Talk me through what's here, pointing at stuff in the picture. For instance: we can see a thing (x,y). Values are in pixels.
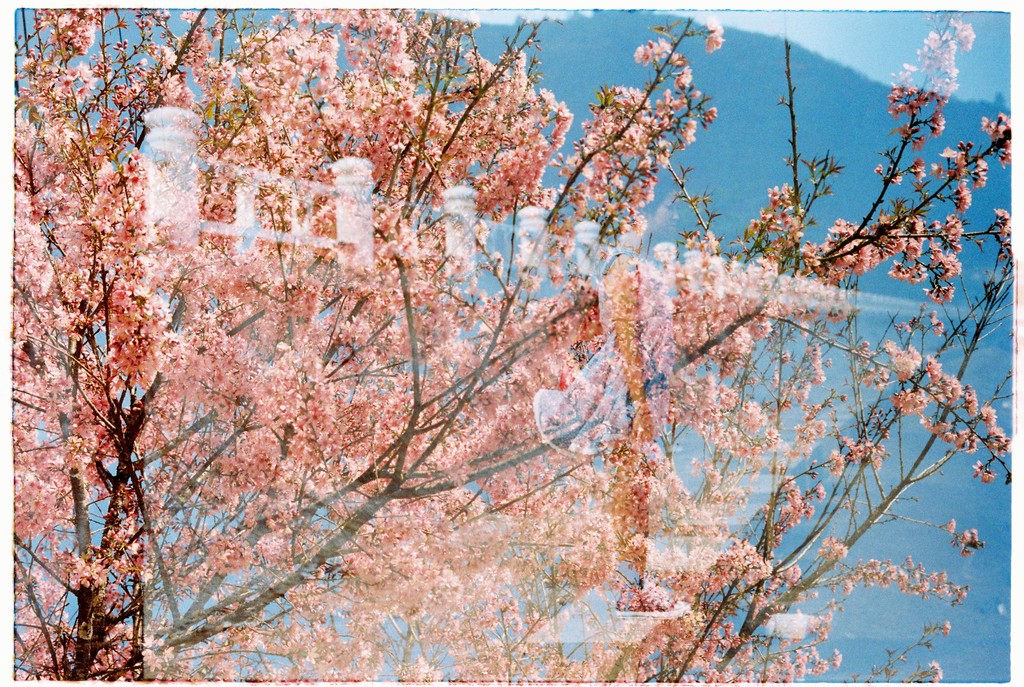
In this image we can see the trees (354,514). Here we can see the reflection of the fence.
